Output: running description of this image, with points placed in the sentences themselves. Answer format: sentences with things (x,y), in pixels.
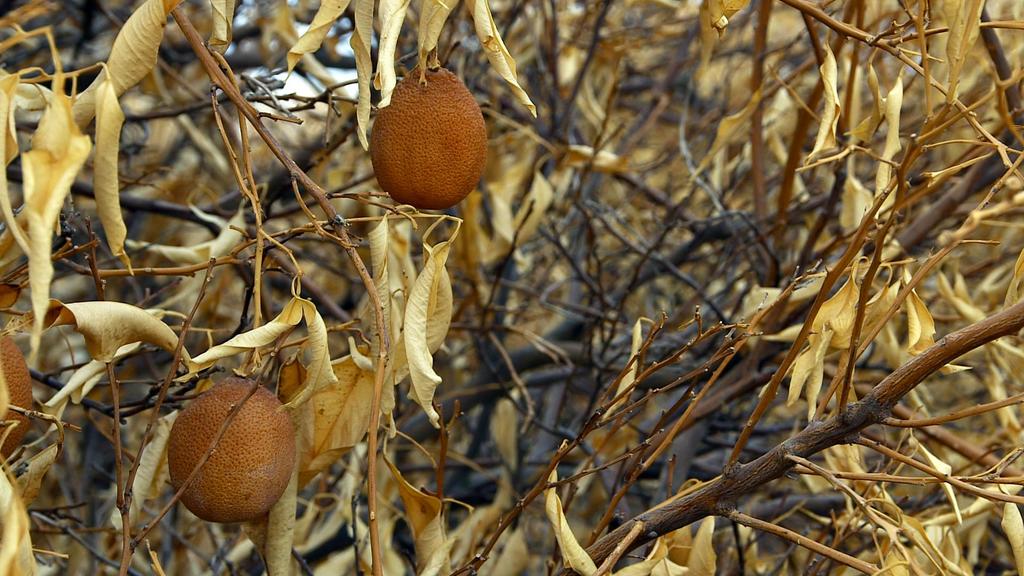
In this image there are few plants (90,293) having dried leaves (136,319) and fruits (244,482).
